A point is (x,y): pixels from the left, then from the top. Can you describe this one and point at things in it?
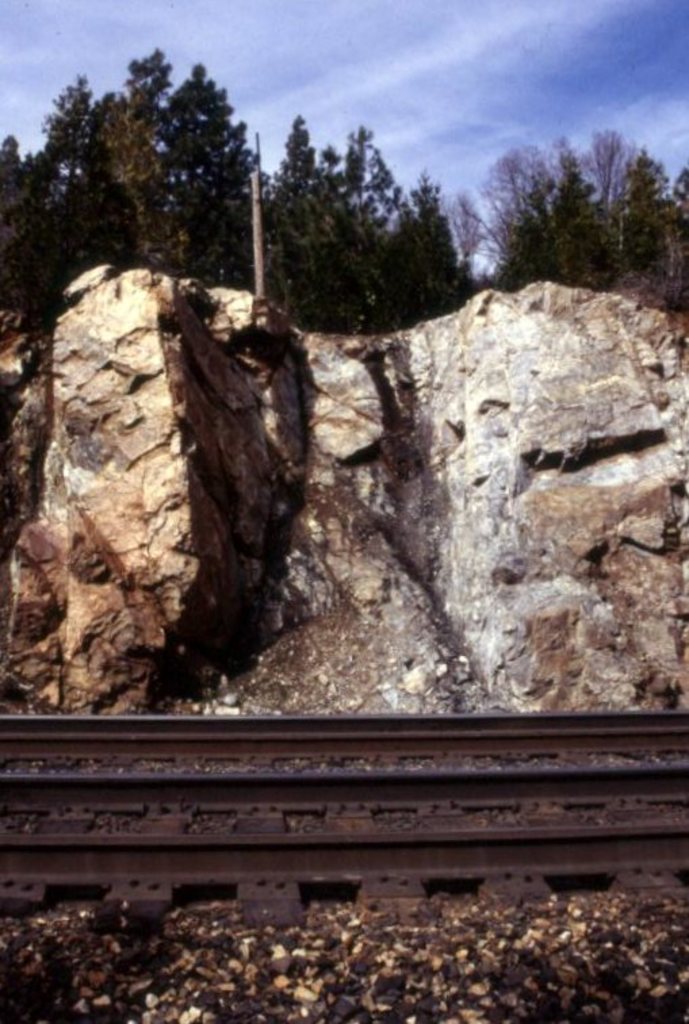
In this picture there are tracks (342,735) at the bottom side of the image (342,735) and there are rocks (332,500) in the center of the image (338,459), there are trees (343,230) at the top side of the image (333,227).
